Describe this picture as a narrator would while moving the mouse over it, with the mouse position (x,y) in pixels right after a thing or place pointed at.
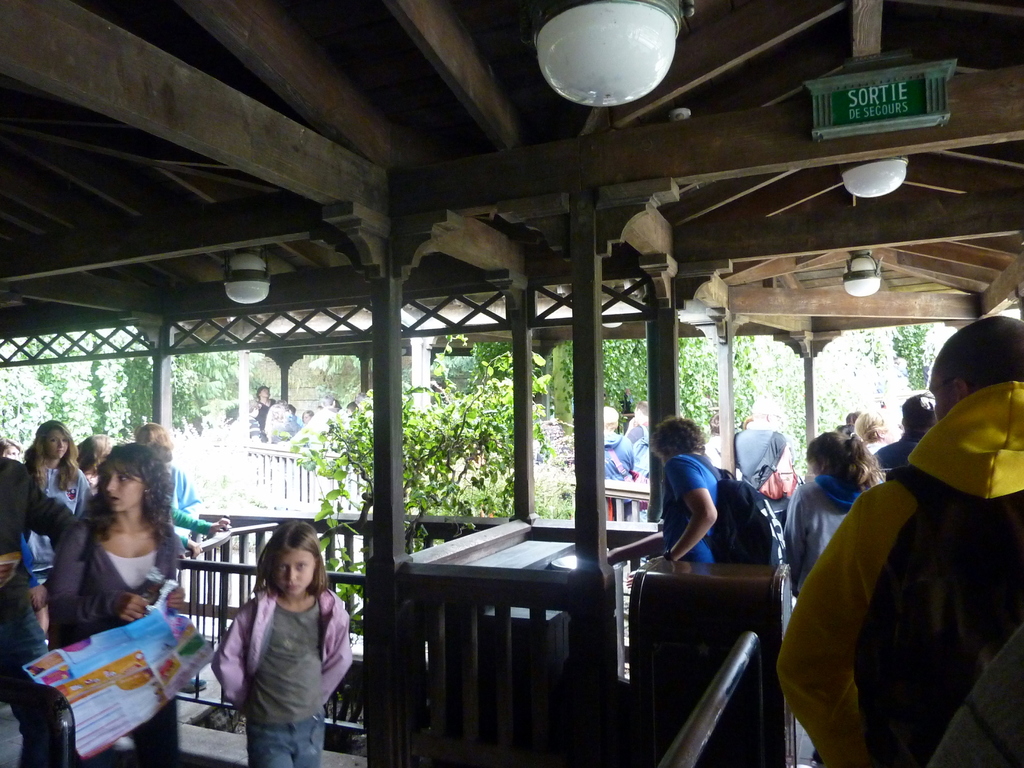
In this image, we can see persons (275,589) wearing clothes (307,682). There are lights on the ceiling (877,220). There are trees (448,476) in the middle of the image (421,476).
